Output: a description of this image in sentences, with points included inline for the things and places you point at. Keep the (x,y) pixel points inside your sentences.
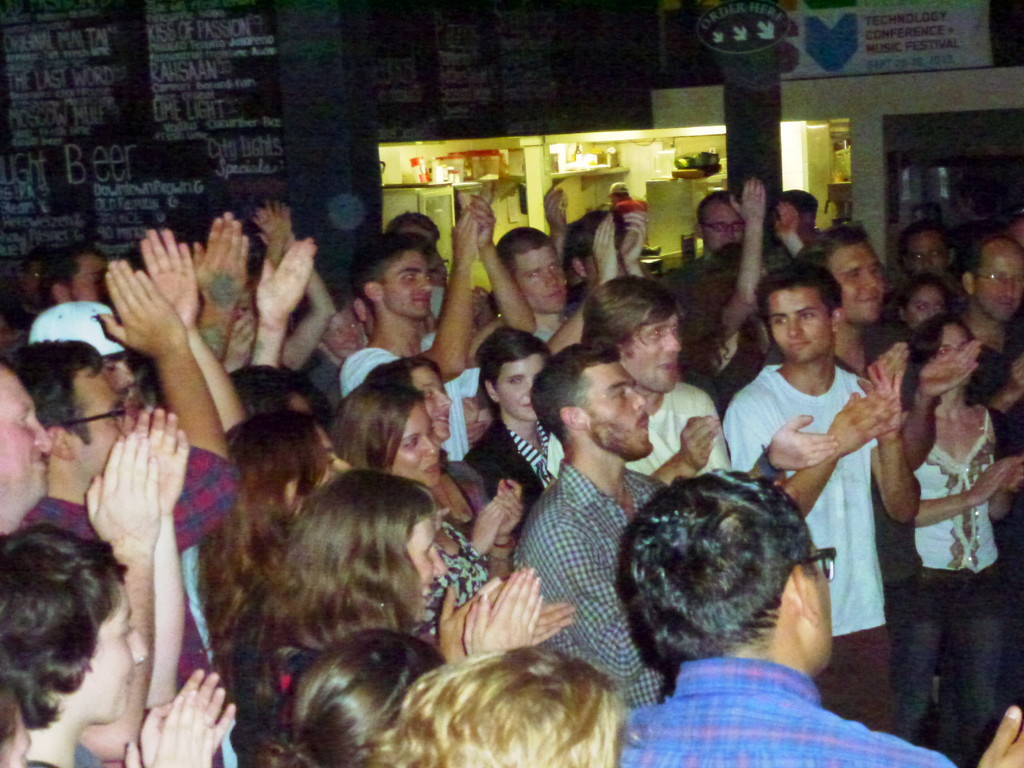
In this image at the bottom (456,558) there are a group of people (807,283) who are standing and they are clapping. In the background (611,149) there are some boards (432,118), poles (739,127), lights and some other objects (425,179).
